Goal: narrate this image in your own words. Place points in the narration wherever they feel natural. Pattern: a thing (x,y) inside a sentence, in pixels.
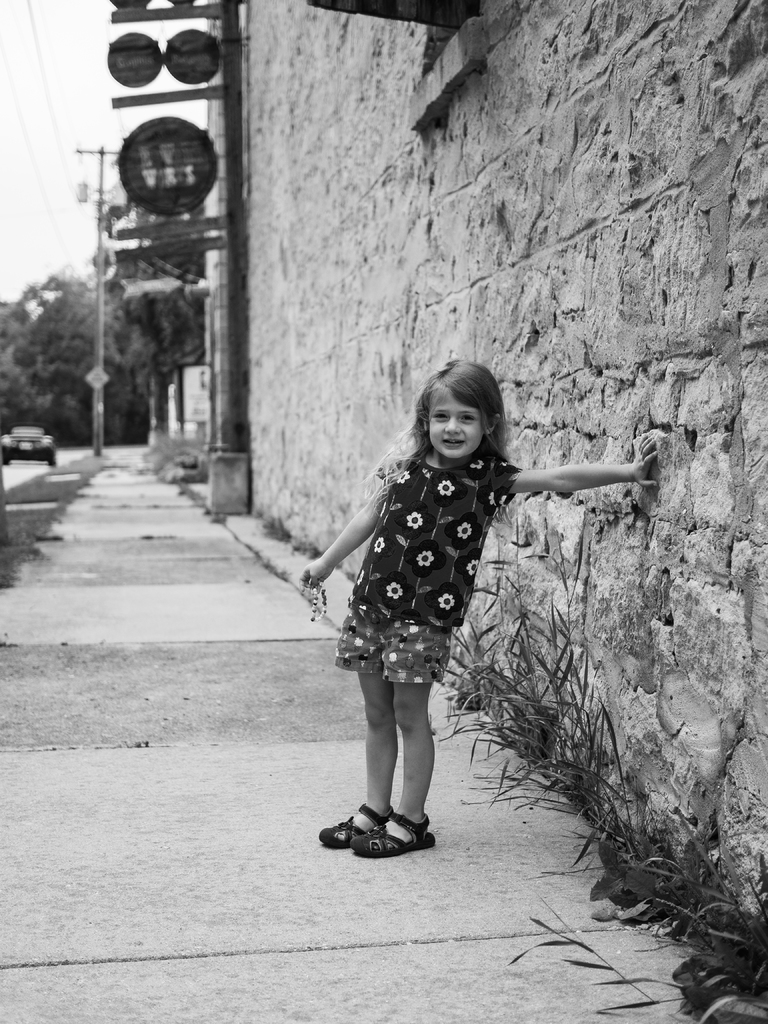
In this image we can see a child (411,583) standing and touching the wall (661,413). And we can see there are boards (175,136) attached to the pole (235,223). We can see a vehicle (23,444) on the ground (57,479) and sky (76,112) in the background (76,112).
